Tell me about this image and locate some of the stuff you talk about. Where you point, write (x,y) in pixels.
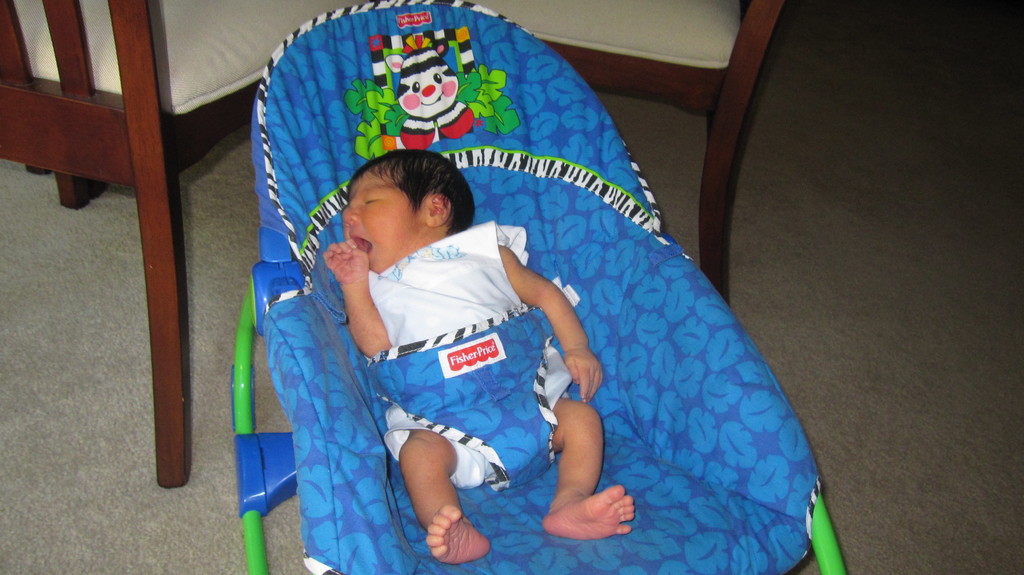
This baby (431,255) is sleeping. This is carpet (1008,256). These are chairs (155,362).
